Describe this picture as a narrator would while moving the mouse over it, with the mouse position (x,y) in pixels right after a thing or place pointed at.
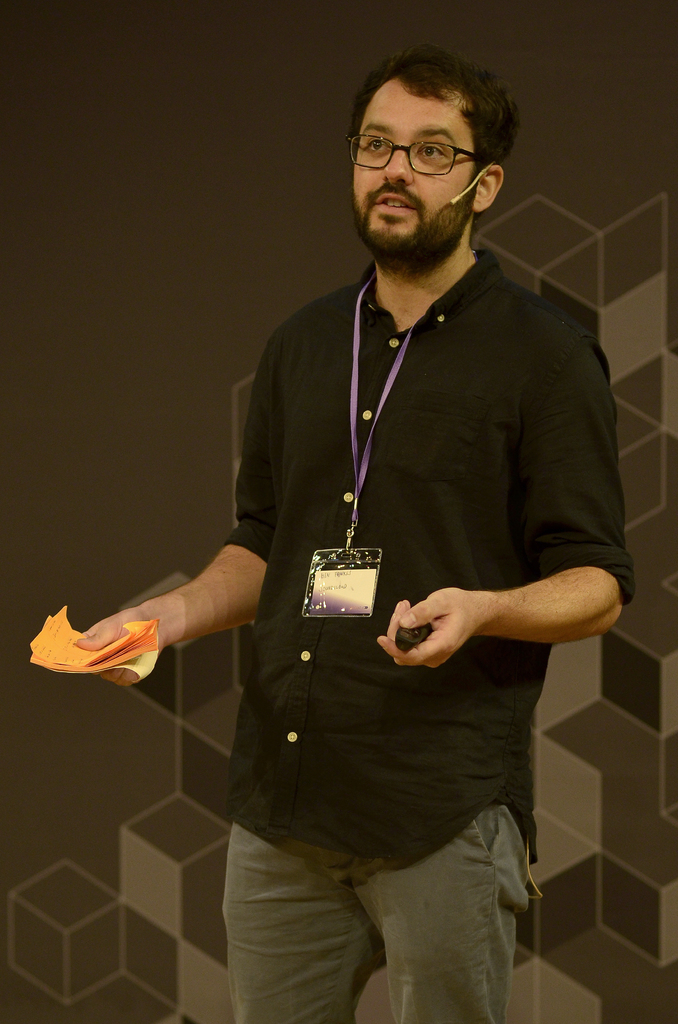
In the picture I can see a man (310,436) is standing. The man (401,167) is wearing an ID card (369,603), a microphone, spectacles (390,146) and holding some object (156,655) in hands (93,642).
